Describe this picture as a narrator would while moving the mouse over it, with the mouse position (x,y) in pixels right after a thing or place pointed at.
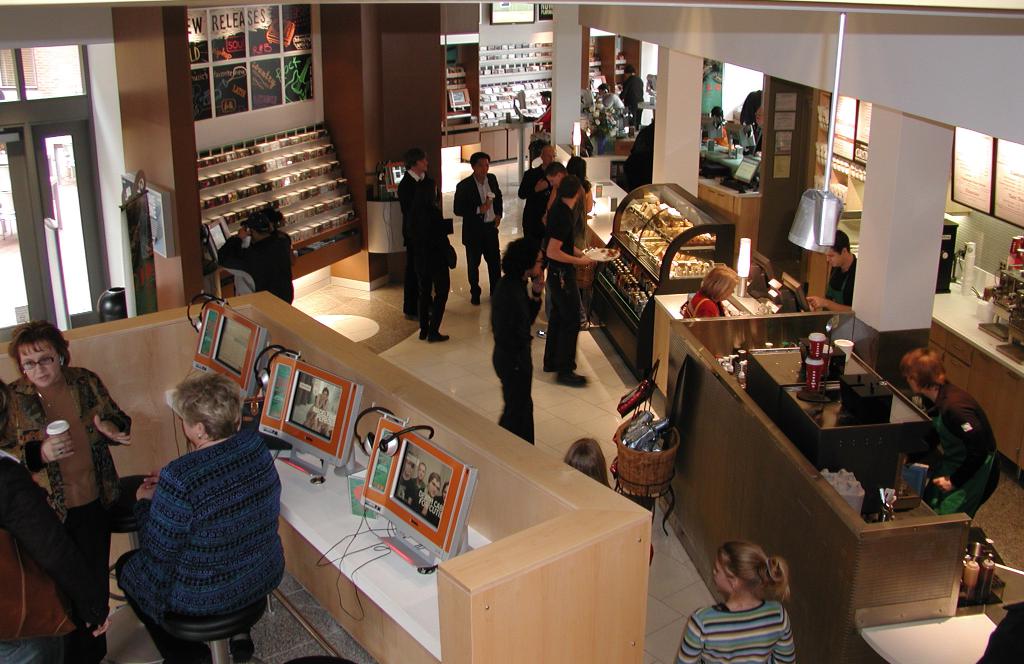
In the picture I can see three persons (87,477) in the left corner (83,517) and there is a table (377,533) beside them which has few desktops (296,426) placed on it and there are few other persons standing and there are few eatables (692,260) and some other objects (778,372) in front of them and there are some other objects (499,83) in the background (523,68).
